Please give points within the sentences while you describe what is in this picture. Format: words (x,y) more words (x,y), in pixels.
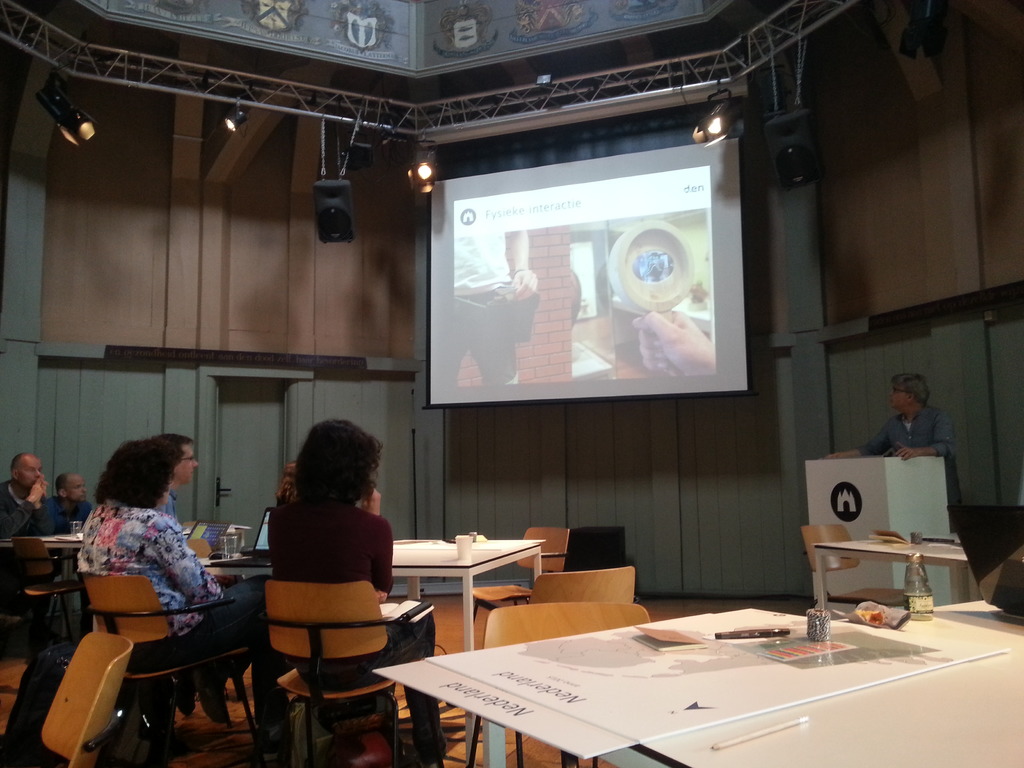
Here we can see some persons (330,502) are sitting on the chairs (97,621). These are the tables (538,735). On the table (572,643) there is a bottle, cup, and books (677,640). This is a screen (652,229) and there is a door (230,446). Here we can see some lights (708,126) and this is wall (929,101). There is a person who is standing on the floor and this is podium (871,477).
